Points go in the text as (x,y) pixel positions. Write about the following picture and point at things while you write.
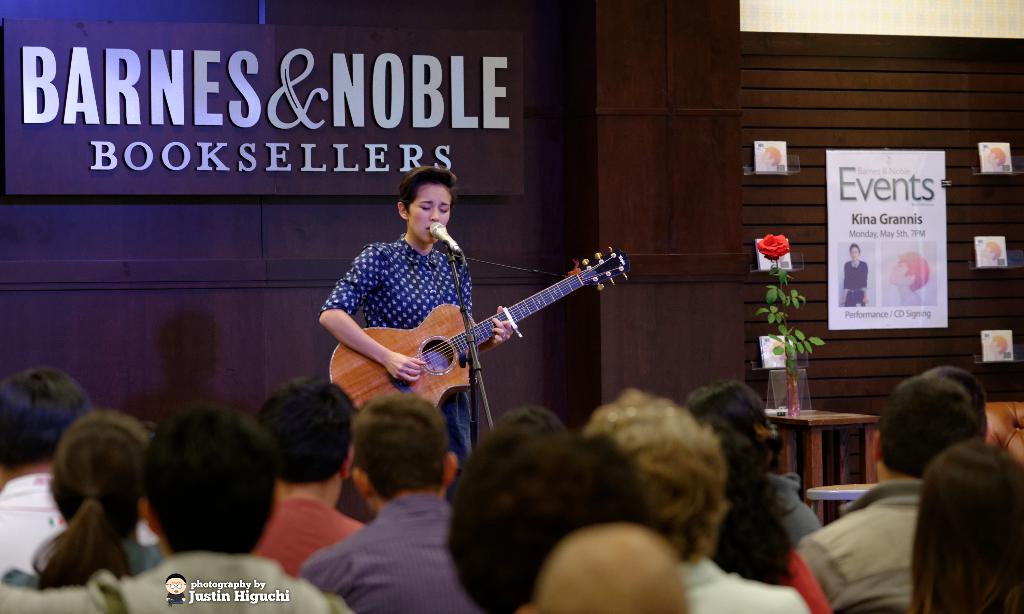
In this image I can see a woman (420,308) standing, playing a guitar (436,342) and singing a song. On the bottom of the image (401,481) I can see few persons (680,517). In the background (473,170) there is wall (580,92) and some posters (856,224) are attached to that wall (850,142).
